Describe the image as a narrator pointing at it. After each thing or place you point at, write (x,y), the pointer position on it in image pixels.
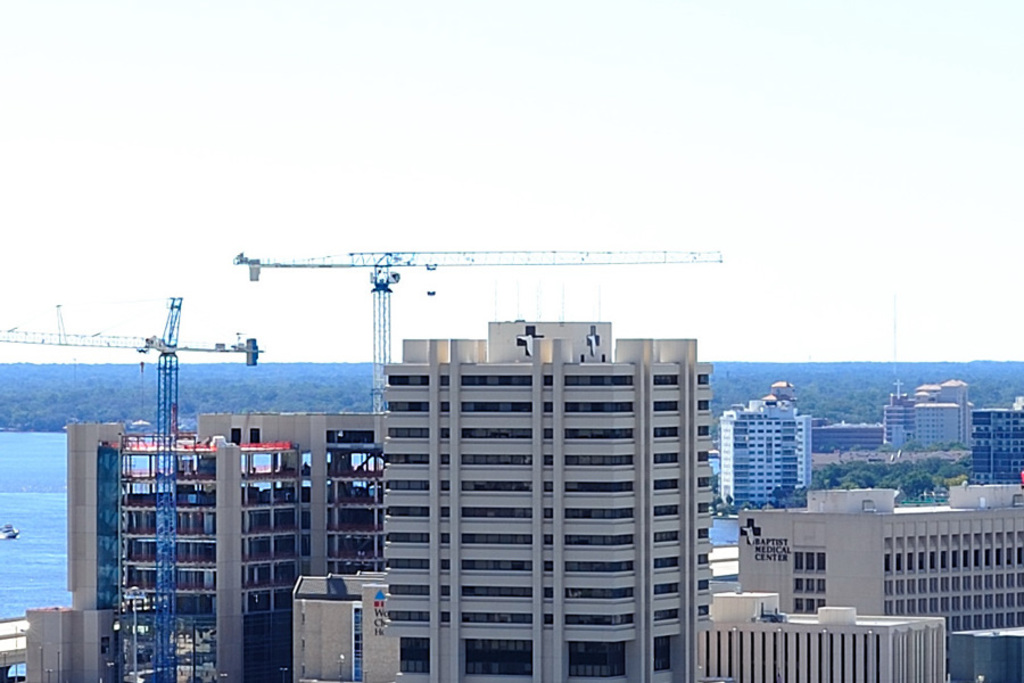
This is an outside view. Here I can see some buildings (507,590) and two cranes (161,375). On the left side (31,535) there is a sea (33,514) and I can see a boat (15,532). In the background (822,401) there are some trees (839,407). On the top of the image (607,121) I can see the sky (311,123).
